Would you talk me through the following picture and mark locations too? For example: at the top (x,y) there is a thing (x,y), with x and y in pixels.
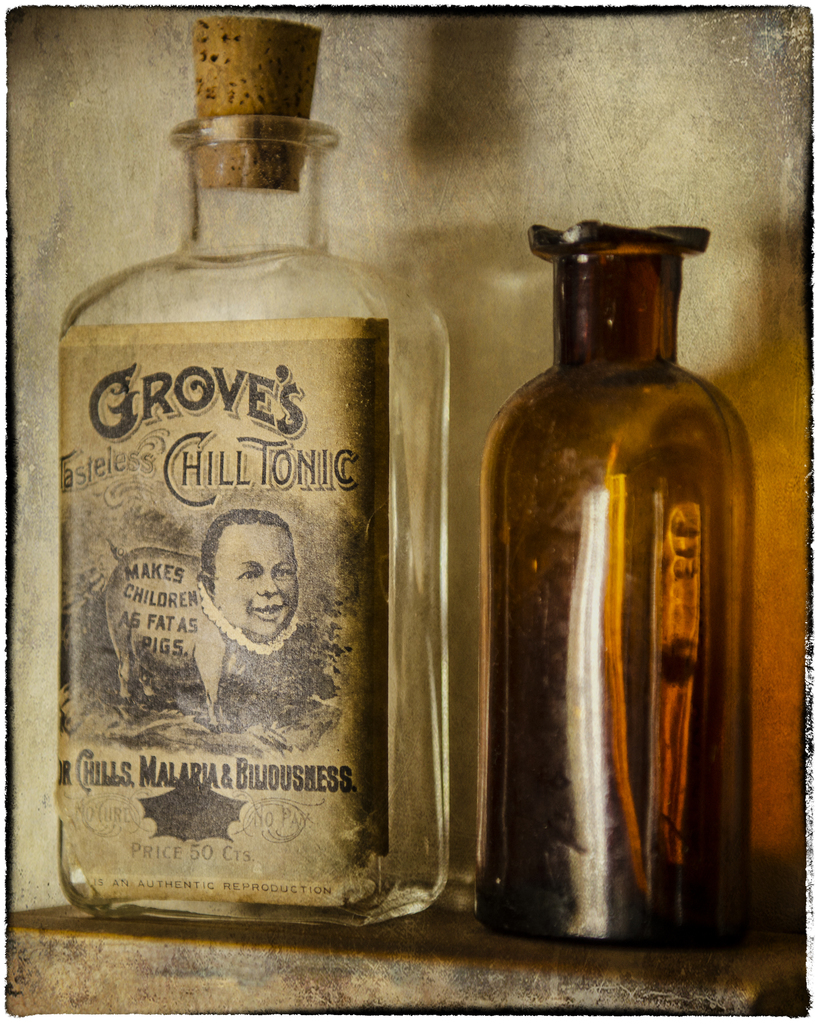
In this image i can see 2 glass bottles (617,449), the bottle (278,271) on the left side (93,304) has a sticker (67,430) attached to it and a cork (233,163). In the background (485,169) i can see the wall (537,114).
